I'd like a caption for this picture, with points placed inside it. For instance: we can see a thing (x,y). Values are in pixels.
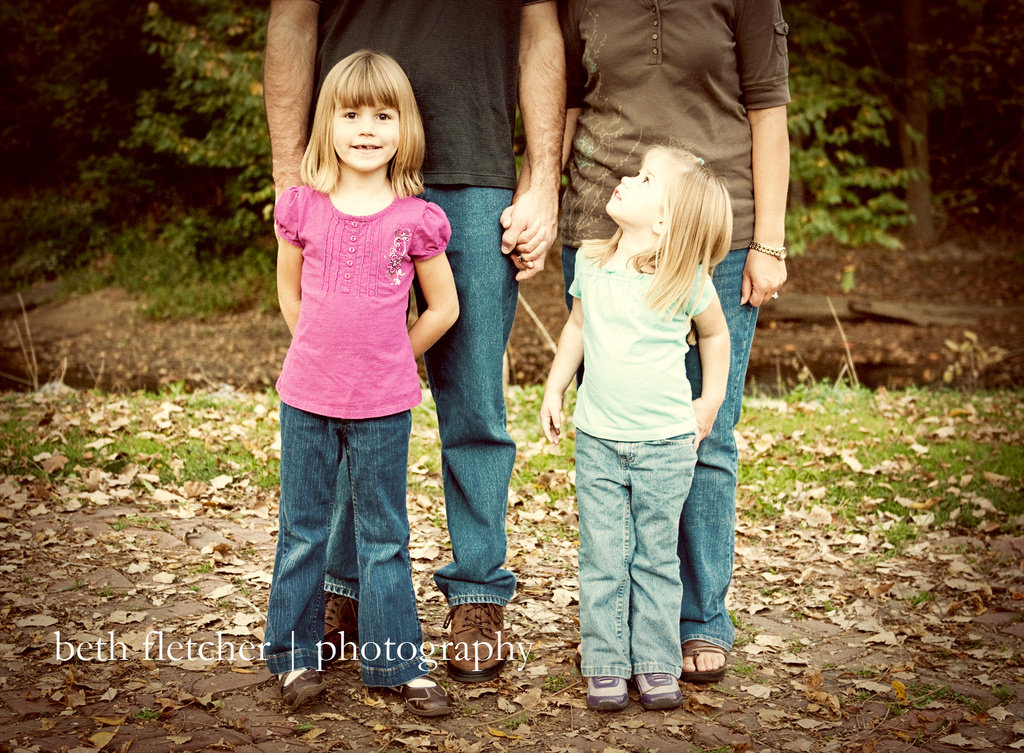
In this image we can see a man (488,86), a woman (629,29) and two girls (626,416) are standing on the land (722,704). We can see dry leaves (840,582) and grass (789,475) on the land (817,538). In the background (910,163), we can see trees (234,137). We can see a watermark (255,646) in the left bottom of the image (190,652).
